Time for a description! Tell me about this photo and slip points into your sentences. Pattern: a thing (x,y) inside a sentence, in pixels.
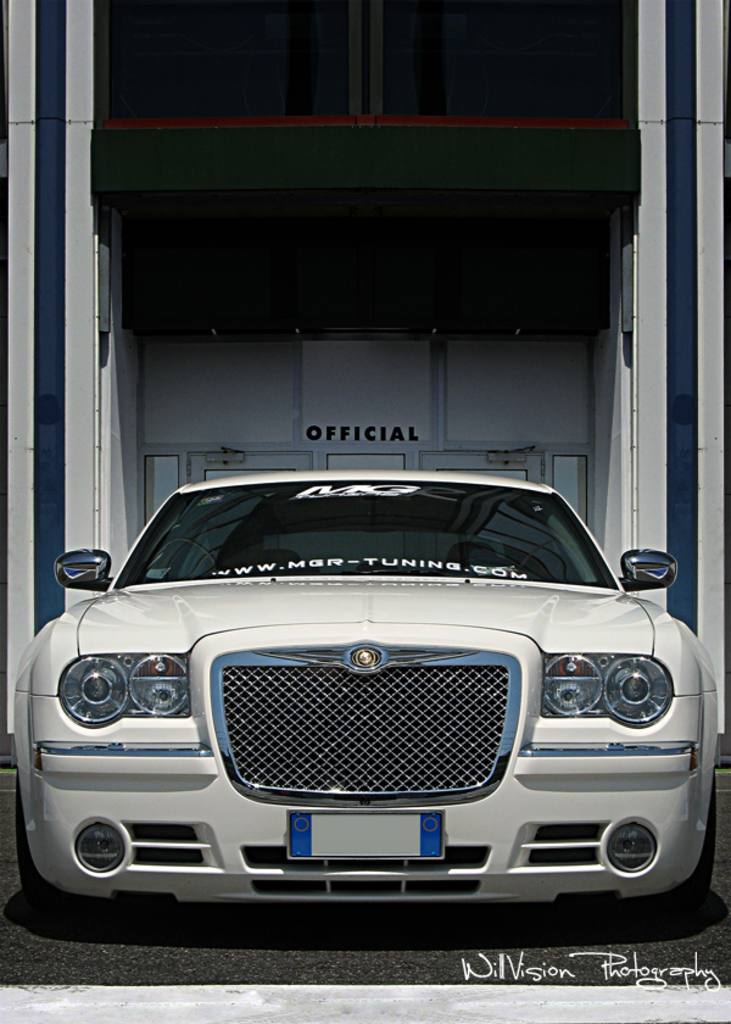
In this image, there is car (247,571) in the bottom of the image (263,821). There is a building (514,314) at the top of the image (445,328).
